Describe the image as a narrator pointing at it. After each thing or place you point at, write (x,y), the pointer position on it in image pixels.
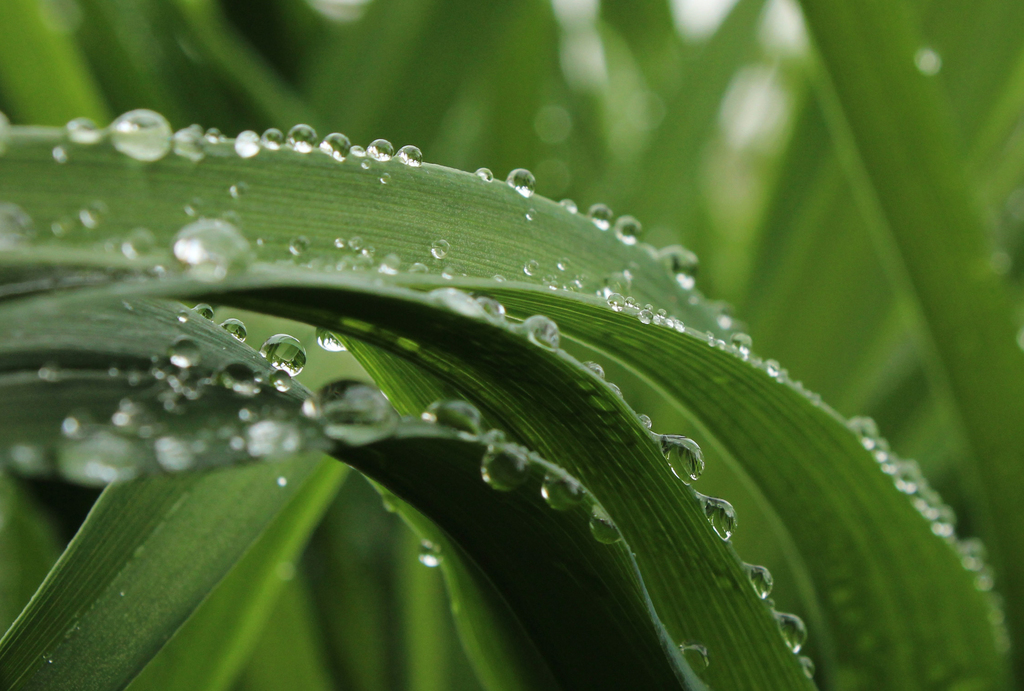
In this image we can see some leaves (122,359) with water droplets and the background (593,74) is blurred.
